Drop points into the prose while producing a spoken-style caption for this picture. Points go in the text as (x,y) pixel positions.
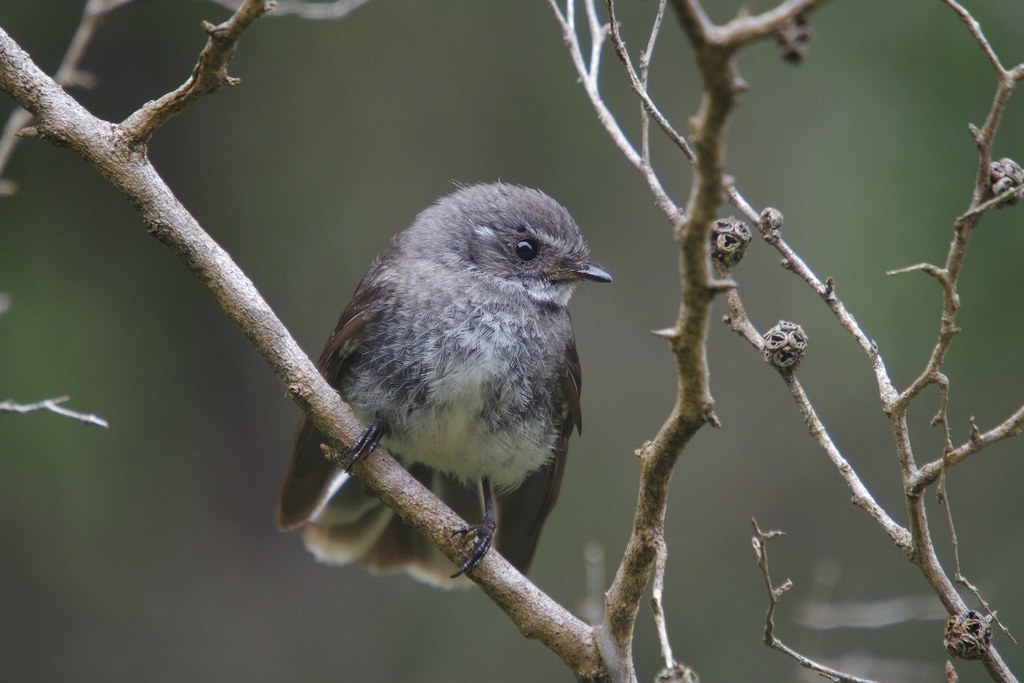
In this image I can see a bird (452,342) which is brown, ash, cream and black in color is standing on a tree branch (315,388) which is brown in color. I can see the blurry background (607,527).
